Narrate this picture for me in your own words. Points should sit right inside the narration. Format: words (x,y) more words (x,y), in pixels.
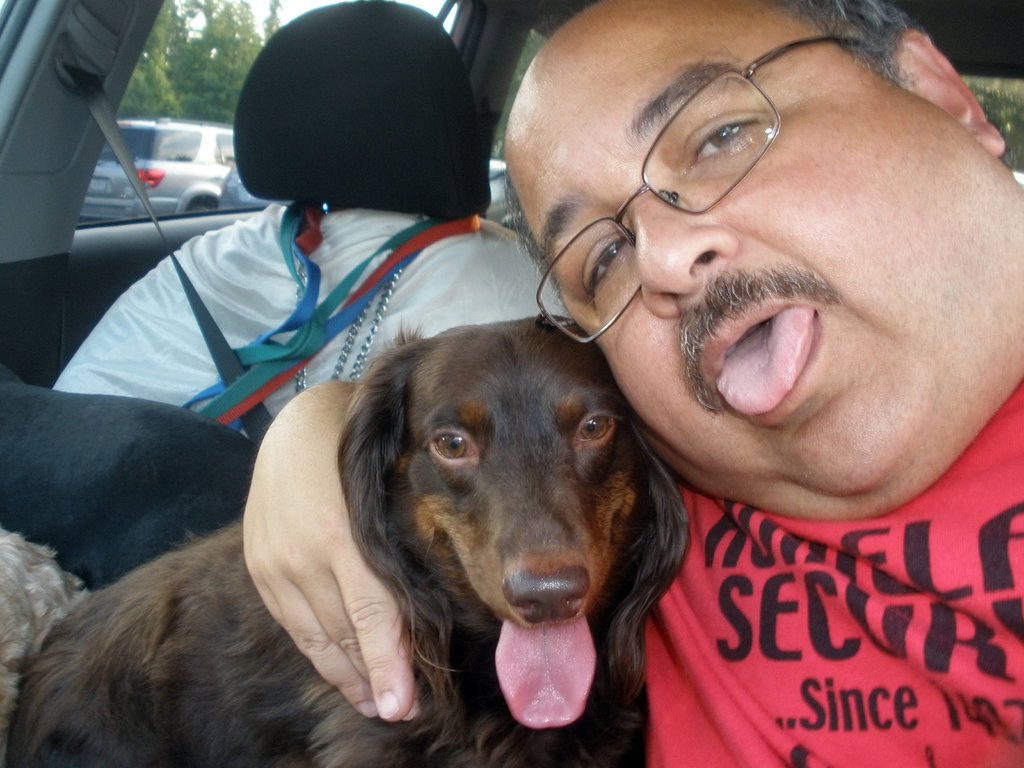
In this picture we can see a dog (606,460) and man (511,173) wore spectacle (713,95) they are inside the vehicle (248,352) and from this vehicle (226,208) we can see cars (168,132), trees (186,98).
